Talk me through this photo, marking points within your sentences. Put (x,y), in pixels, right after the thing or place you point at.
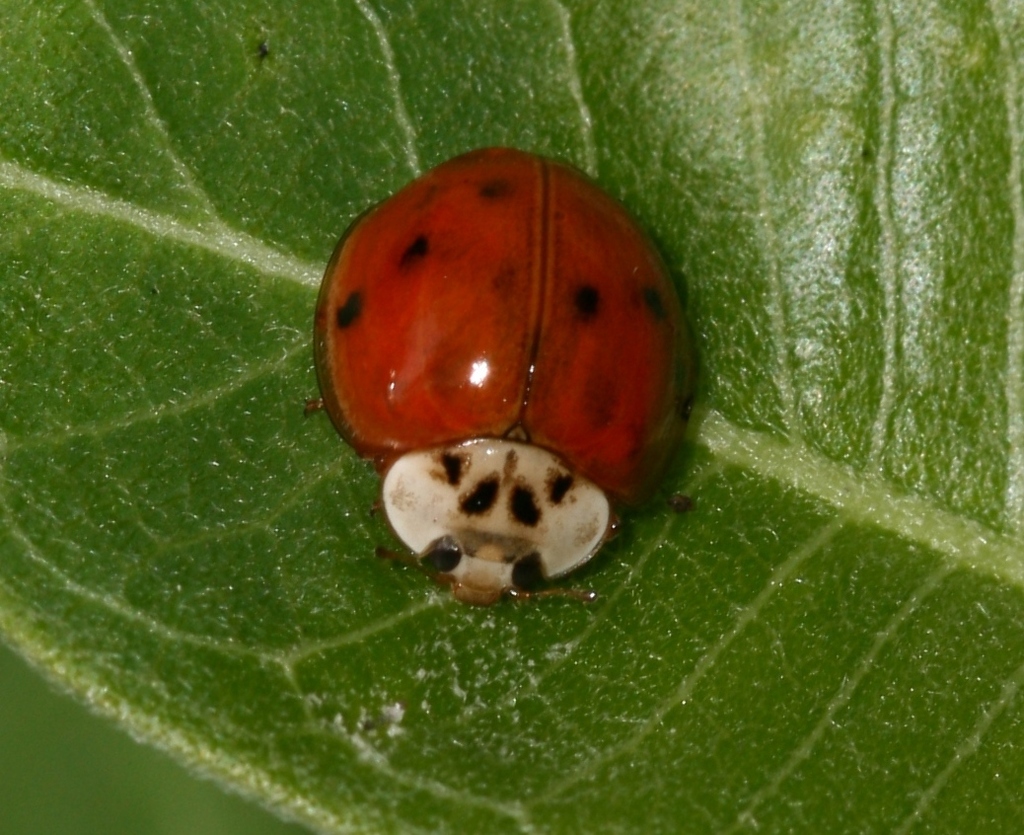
In this image I can see there is an insect (530,410) in orange color on a leaf (720,342).
